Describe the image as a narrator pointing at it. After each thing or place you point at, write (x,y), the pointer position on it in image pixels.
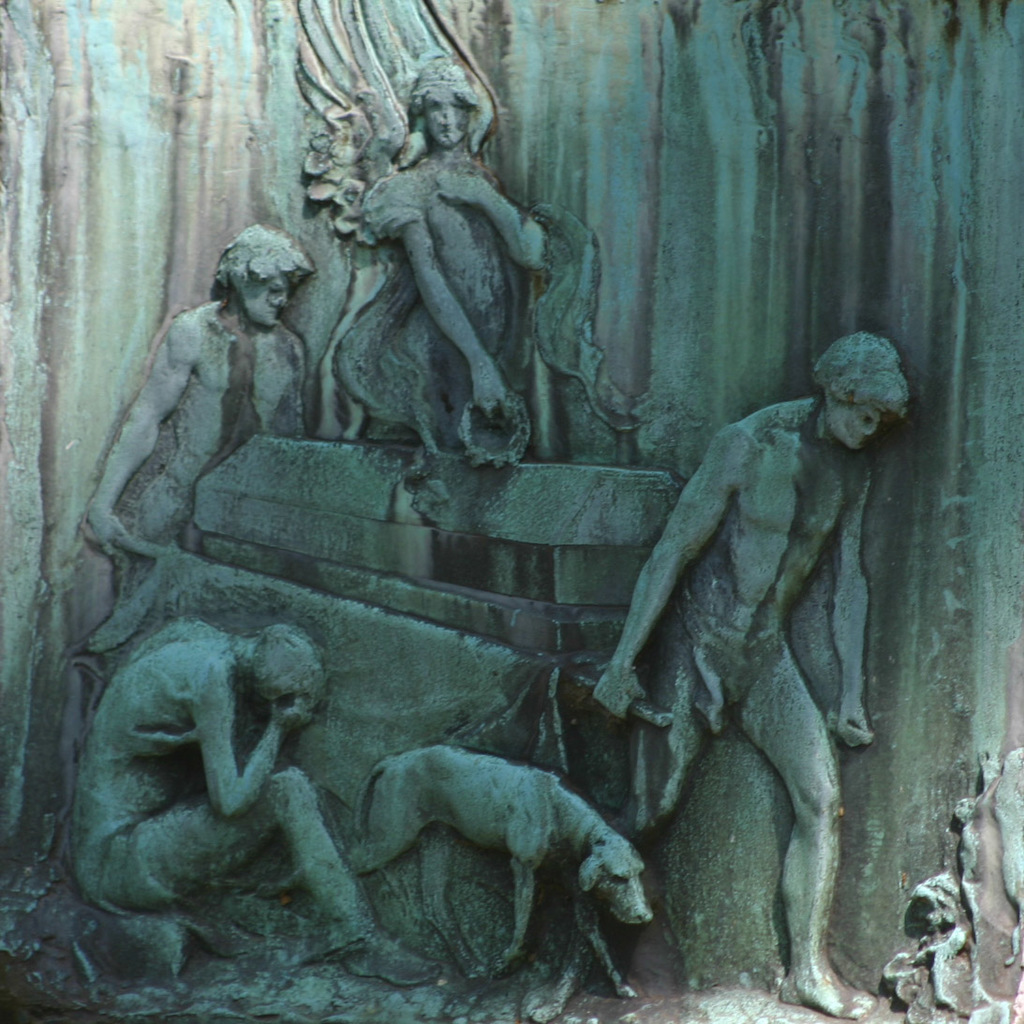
In this image we can see some sculptures (505,557) on a stone (216,611).
